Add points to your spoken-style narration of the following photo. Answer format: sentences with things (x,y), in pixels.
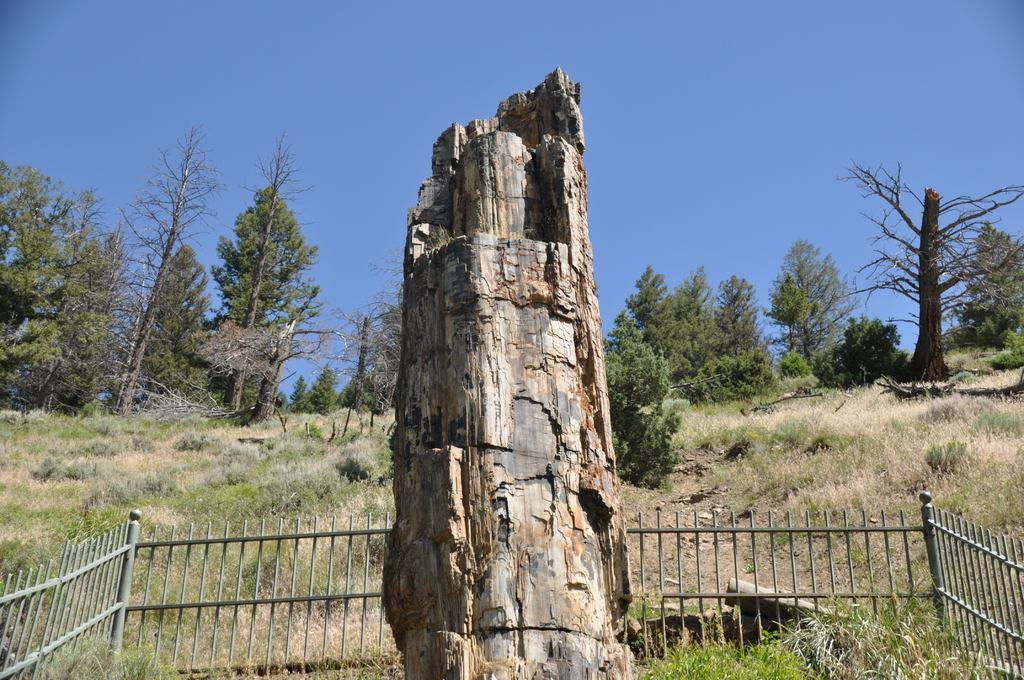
In this image we can see the tree trunk (614,521), fence (999,600), grass (5,525), trees (999,290) and the blue color sky (591,92) in the background (701,200).
